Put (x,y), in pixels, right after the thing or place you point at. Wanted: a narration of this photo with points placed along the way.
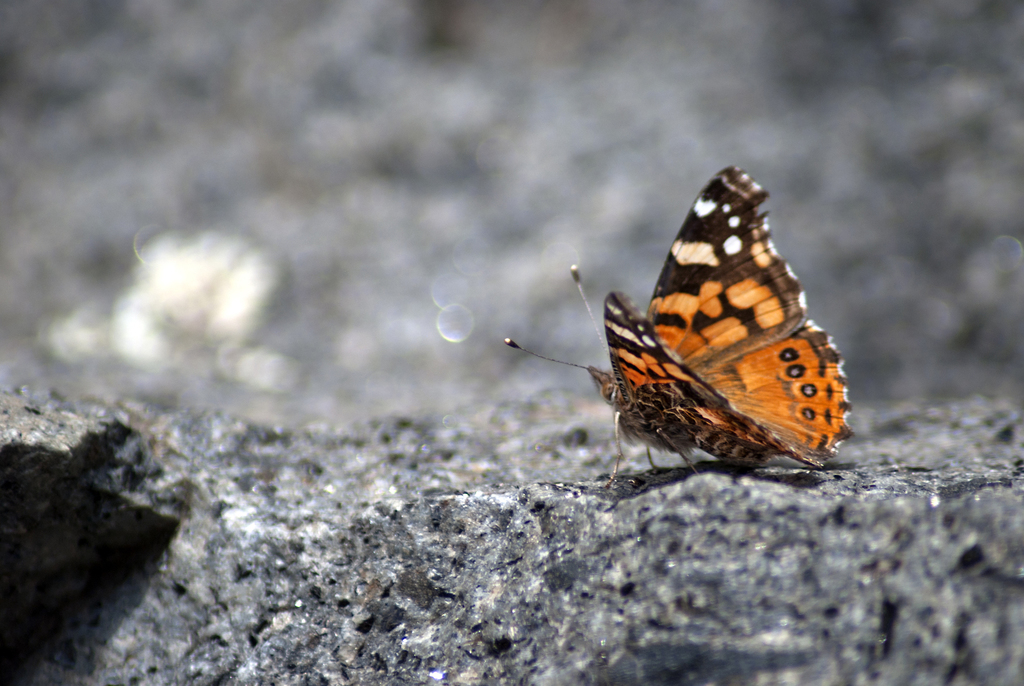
In this image, we can see a butterfly (736,393) on the stone surface (626,569). Background (947,289) we can see blur view.
